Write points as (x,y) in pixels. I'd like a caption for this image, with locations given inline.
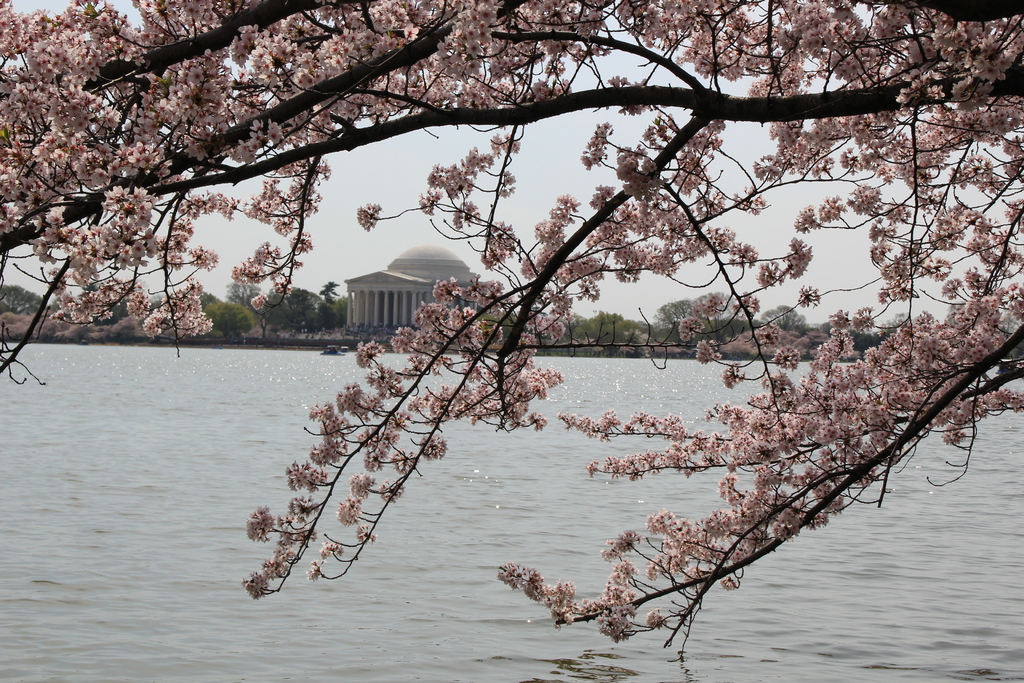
In this image we can see branches (559,258), flowers (975,314), water (263,411), trees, and a building (354,305). In the background (412,155) there is sky (772,222).
